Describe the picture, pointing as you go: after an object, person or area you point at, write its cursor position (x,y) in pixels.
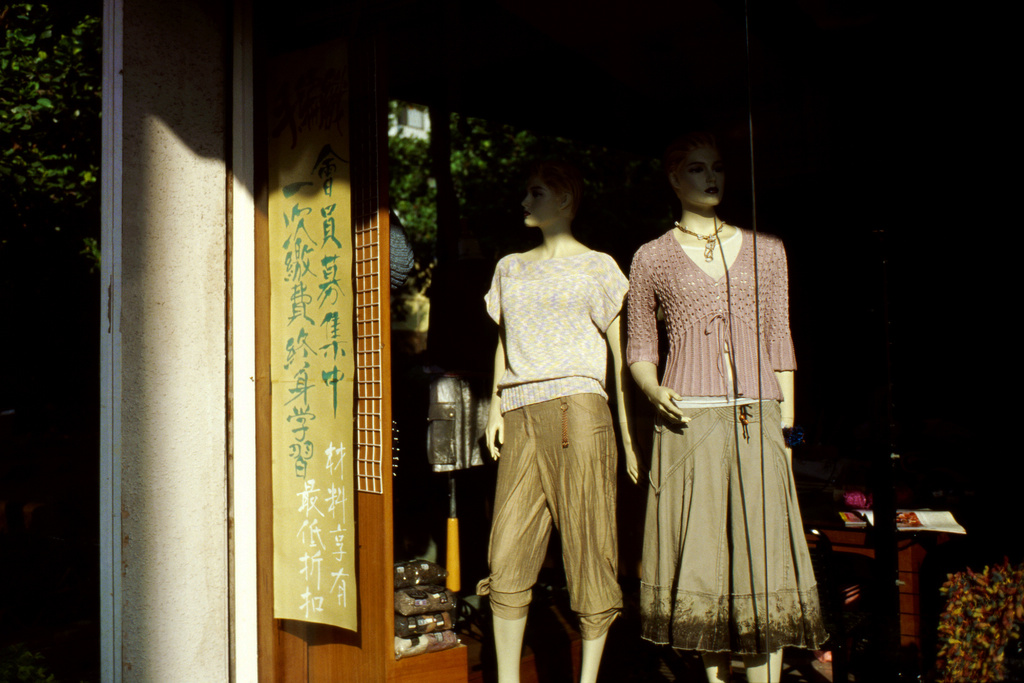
In this image I can see two mannequins (590,422) in the center of the image (680,412), a pole (159,419) or a pillar (168,471), some other objects (445,407), trees (34,175) and plants (39,137) behind. I can see a banner (345,119) hanging with some text (320,340).
